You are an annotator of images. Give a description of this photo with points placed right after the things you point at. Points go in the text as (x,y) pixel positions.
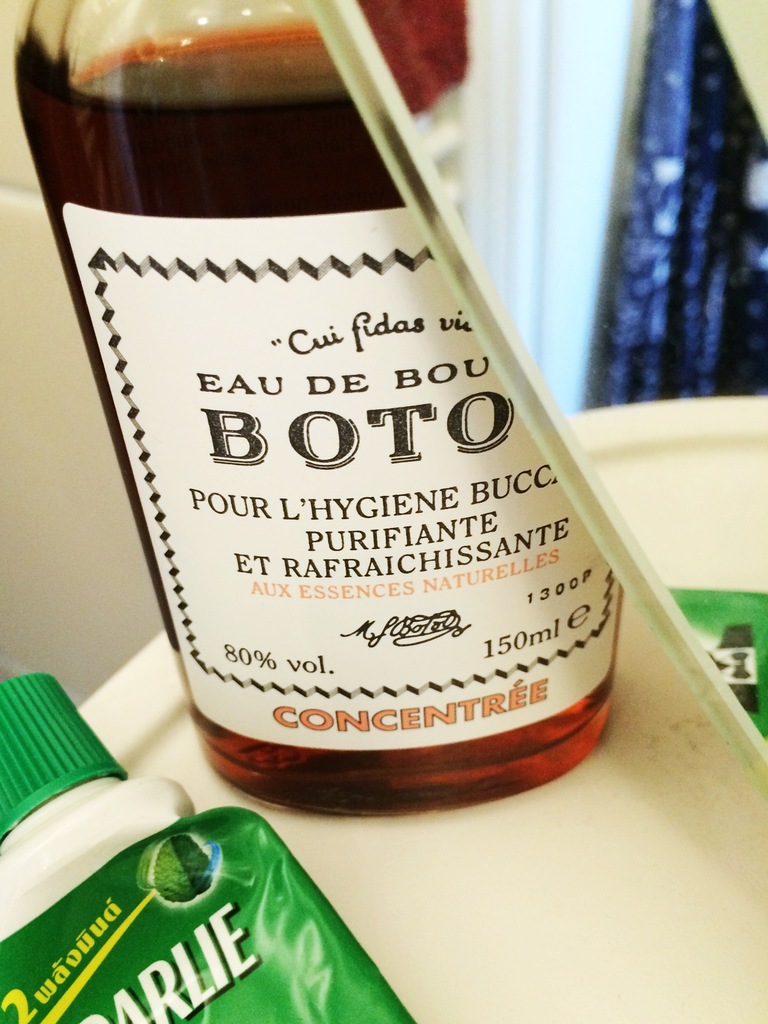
There is a bottle (544,464) having sticker (347,322) pasted on it and is filled with drink (290,132) on the white color table (185,761) near a mirror (755,501) and a bottle (324,972). And the background (30,338) is white in color.
